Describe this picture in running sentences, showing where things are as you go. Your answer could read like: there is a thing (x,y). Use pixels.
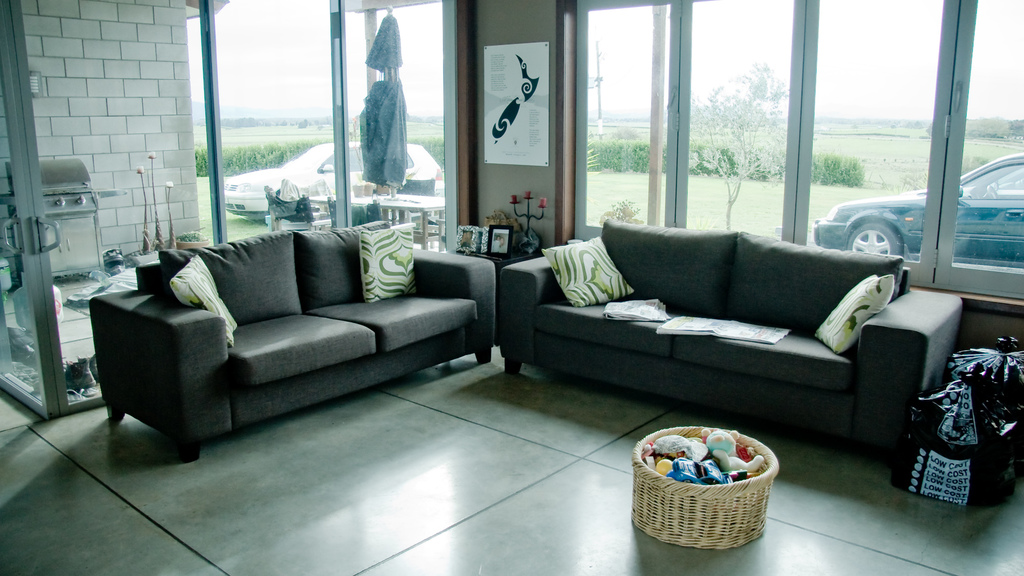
These are couches (407,354) with pillows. On this couch (673,363) there is a book (759,336). On floor (626,473) there is a basket (692,527) and things (682,453). On this table (516,253) there are photos (506,243). From this window (398,196) we can able to see vehicles (294,171), plants (236,152) and tree (754,126). A poster (502,118) on wall (525,18).
